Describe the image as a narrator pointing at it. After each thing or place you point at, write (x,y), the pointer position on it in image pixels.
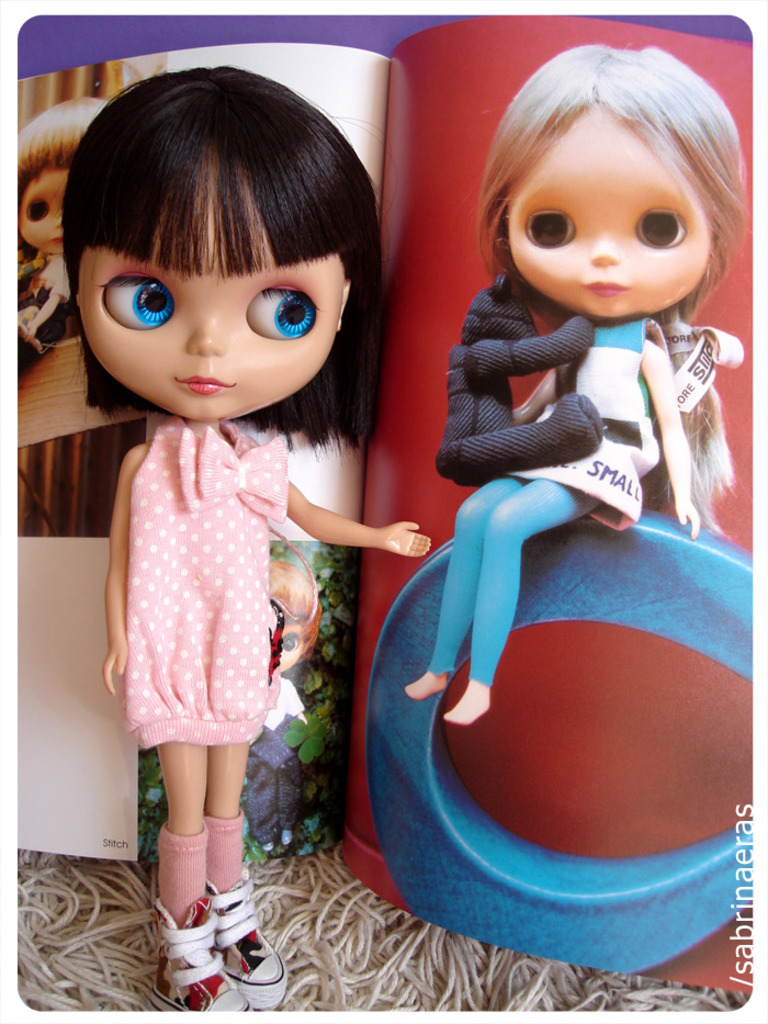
In this image in the front (259,566) there is a doll (201,628) and in the background (402,466) there is a book (429,417) in which the images of dolls (542,480) are visible.
